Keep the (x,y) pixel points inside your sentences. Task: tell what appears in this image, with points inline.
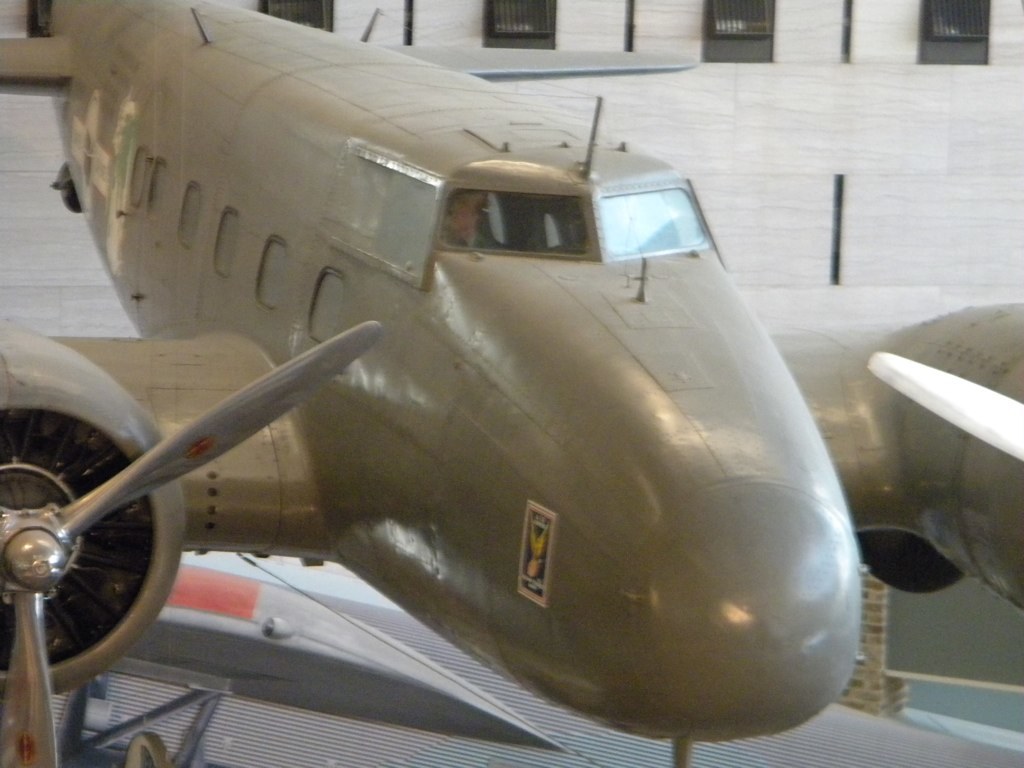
In this image we can see an aeroplane (658,390) in the air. In the background (520,26) there are grills (500,28).
